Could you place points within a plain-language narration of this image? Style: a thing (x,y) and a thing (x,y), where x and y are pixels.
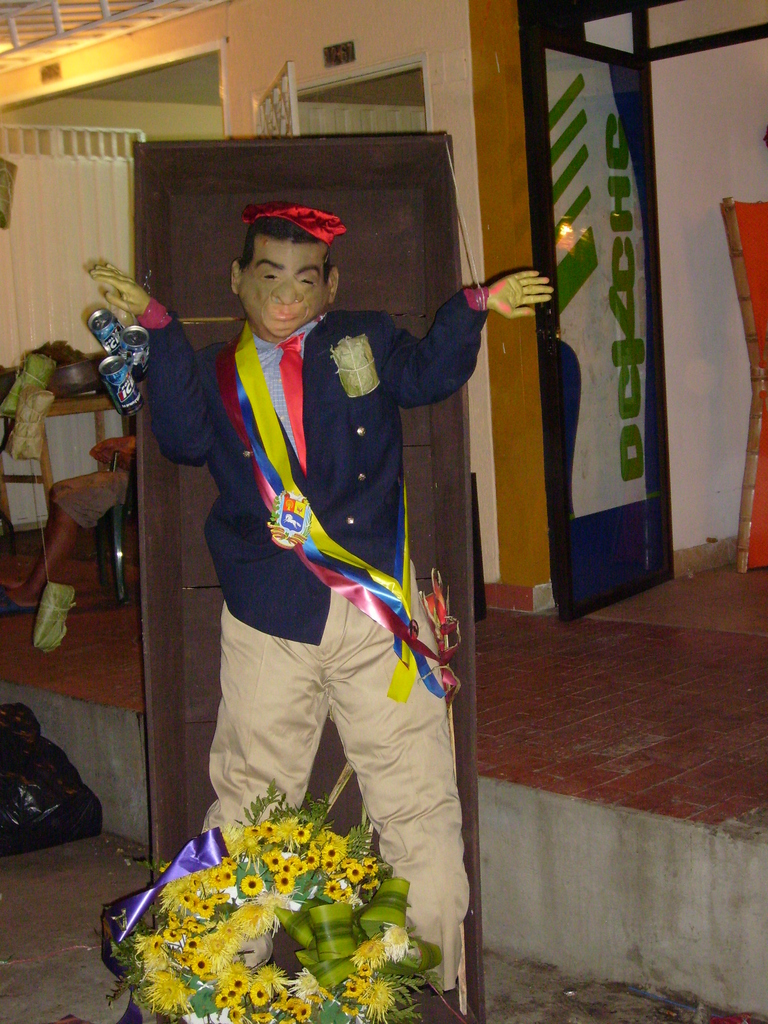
In the center of the image (300,372) we can see a depiction (435,345). On the left side of the image (73,237) we can see a curtain (67,222), rod (92,128), a person (95,491) is sitting on a chair (125,516), table (103,410). On the table (103,425) we can see the objects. At the bottom of the image (503,1003) we can see the floor (532,1000), flowers (192,890), leaves (374,917), plastic cover (33,790). In the background of the image (676,592) we can see the doors (607,407), wall (717,273), boards (450,200), floor (516,693). At the top of the image (30,43) we can see the rods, light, roof (93,47).
